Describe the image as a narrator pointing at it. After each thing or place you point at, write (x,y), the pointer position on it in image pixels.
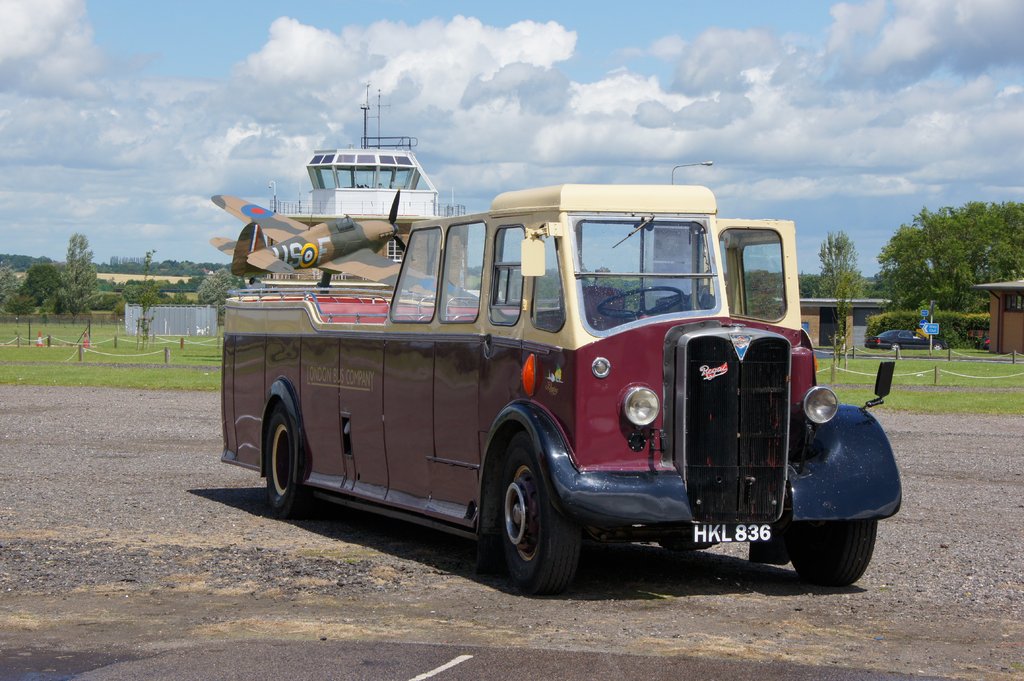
In the middle of this image (682,377), there is a vehicle (745,401) on the road (764,590). In the background (407,190), there is an aircraft (372,224), there are trees (970,260), buildings (399,171), a fence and grass (4,332) on the ground (93,357) and there are clouds (264,66) in the blue sky (581,13).
